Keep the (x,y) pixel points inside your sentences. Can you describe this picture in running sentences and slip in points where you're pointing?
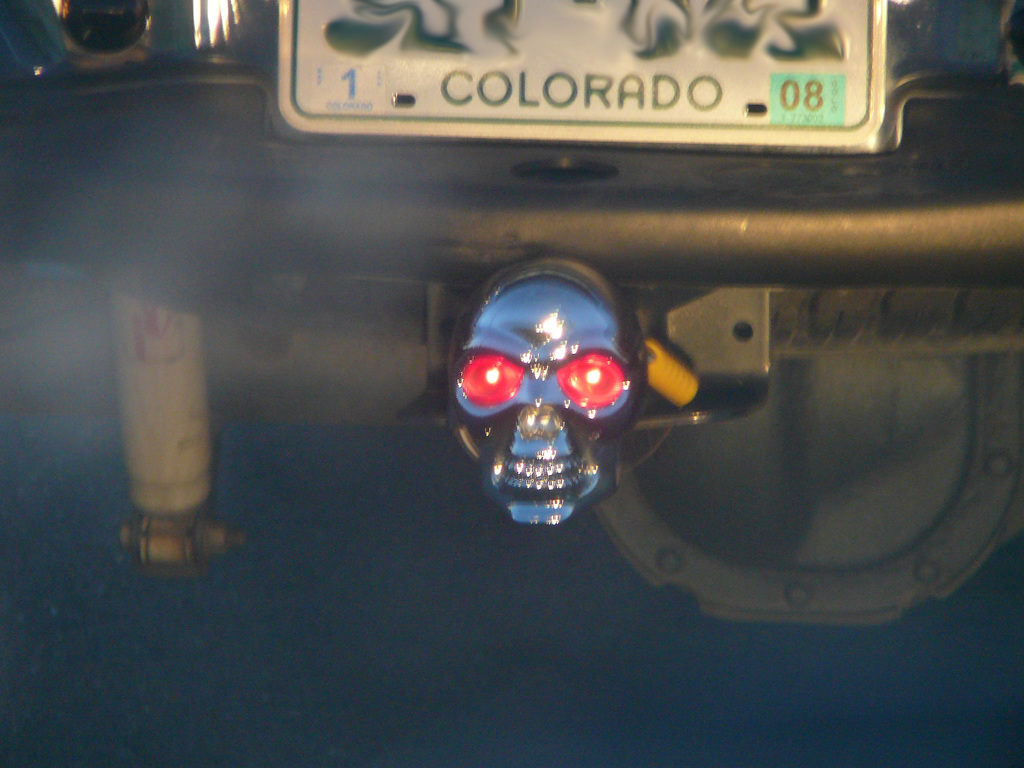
In this picture we can see backside (648,405) of a car (729,252) with number plate (678,116).
